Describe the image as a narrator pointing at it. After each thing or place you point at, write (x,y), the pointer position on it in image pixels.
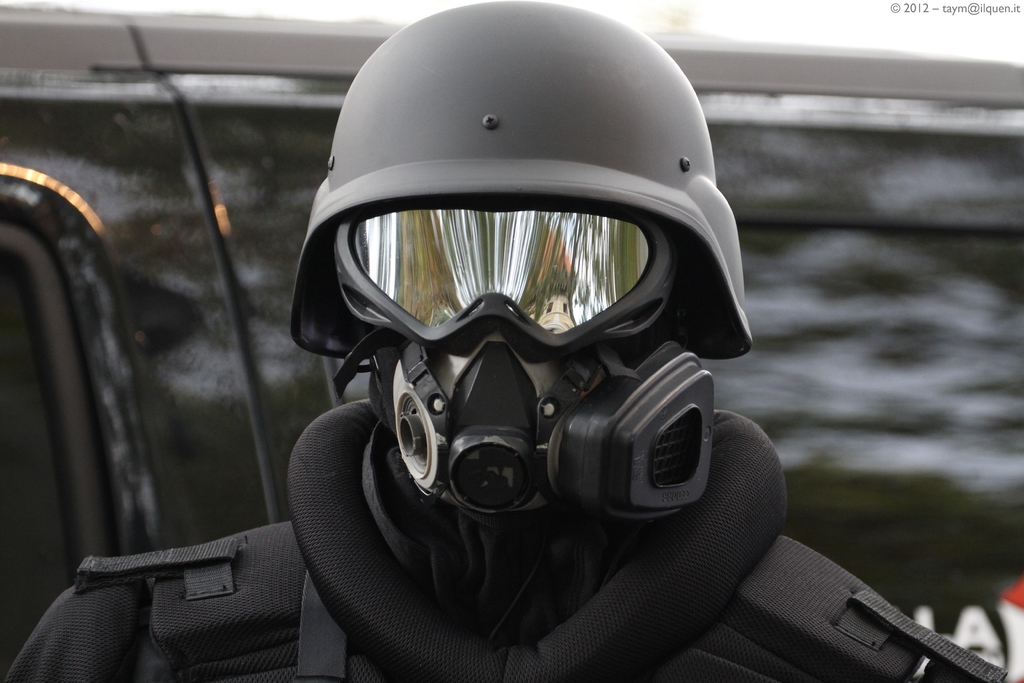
In this image we can see a person (530,591) wearing a helmet (464,156) and a face mask (557,419) with blurry background (46,376).
